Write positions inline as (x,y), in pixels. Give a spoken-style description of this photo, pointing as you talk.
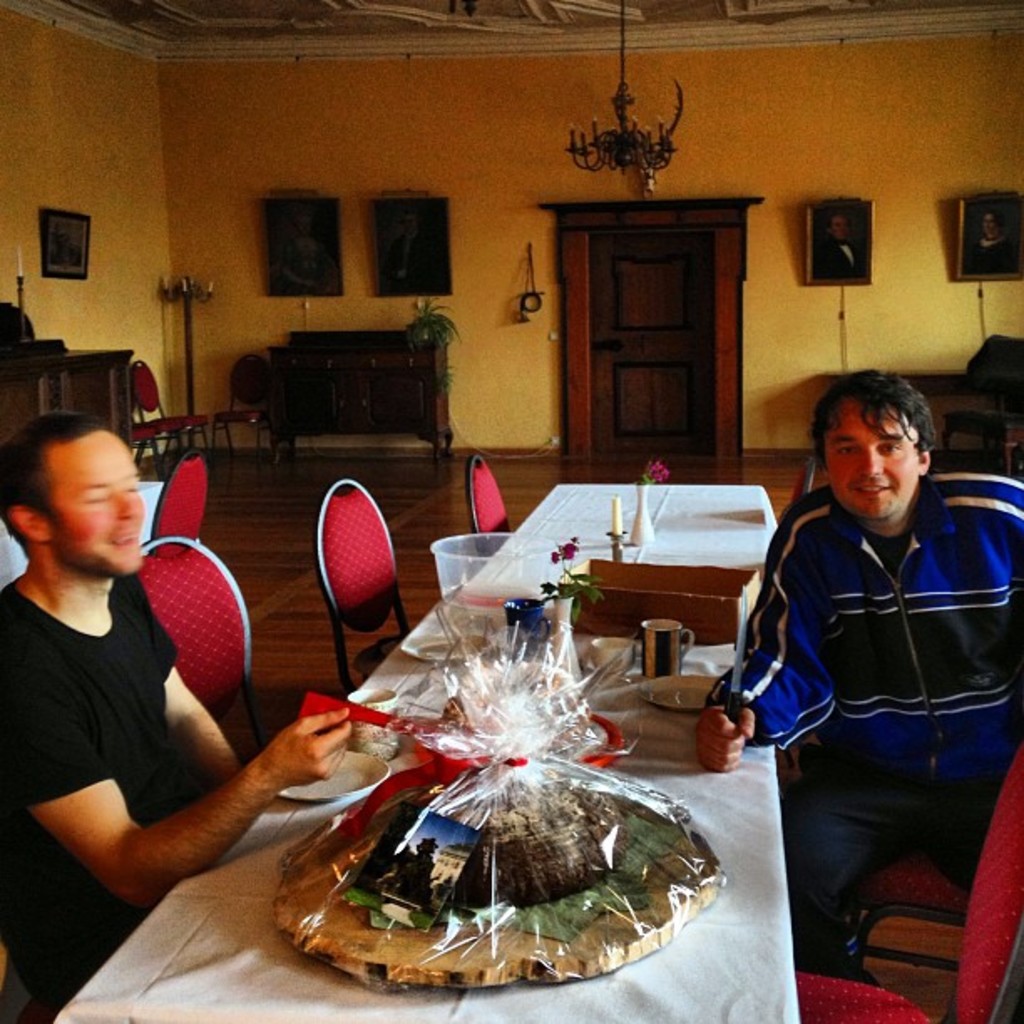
In this image i can see two men (995,641) sitting on the chair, there are some glass (664,639), a flower pot (637,521) and the food (582,799) on the table (731,912), at the back ground (786,398) there is a door (678,336), wall (790,330), frame (822,254) attached to the wall (822,147) and at the top (634,135) there is a chandelier (620,157).
